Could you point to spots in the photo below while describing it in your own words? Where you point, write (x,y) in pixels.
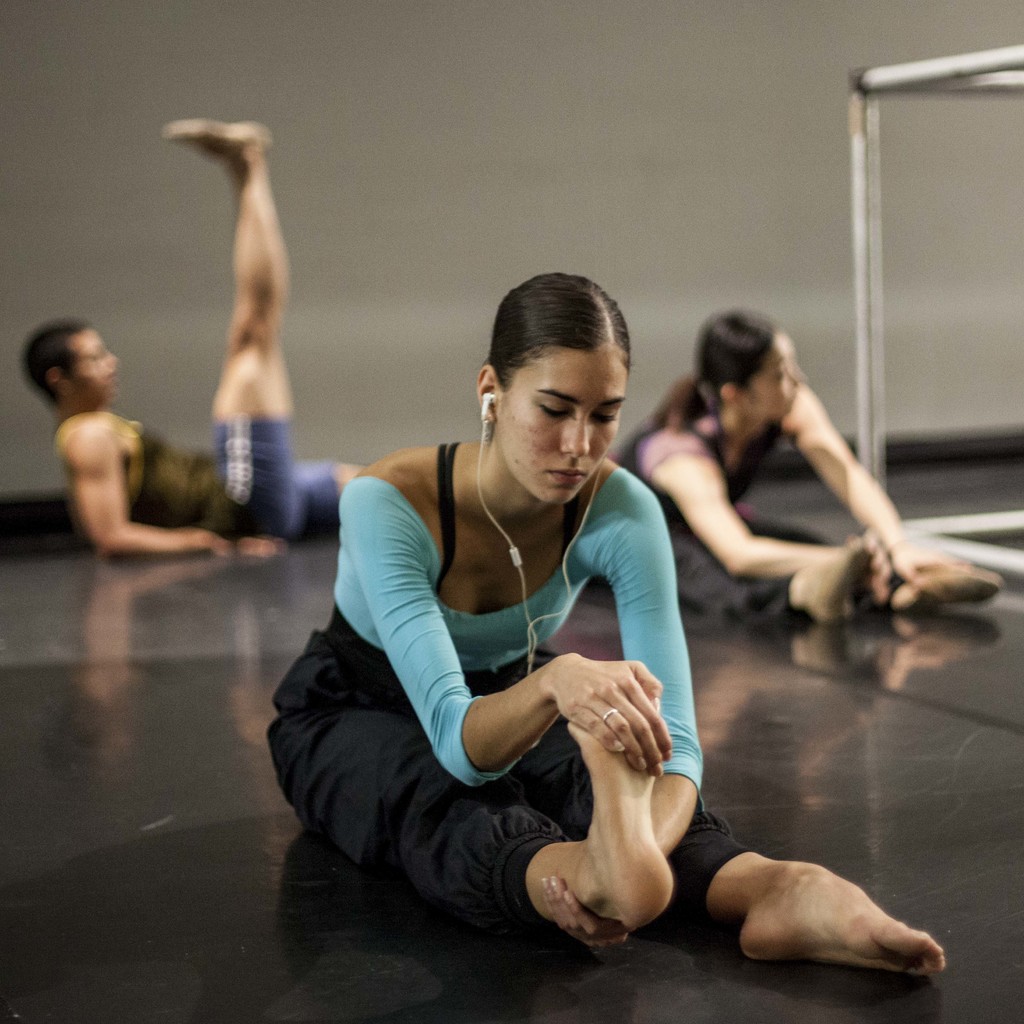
In this image I can see a woman (445,704) wearing blue and black colored dress (414,691) is sitting on the black colored floor (254,846). In the background (197,528) I can see a person (182,475) lying and another person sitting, few metal poles (870,194) and the wall (636,161).
